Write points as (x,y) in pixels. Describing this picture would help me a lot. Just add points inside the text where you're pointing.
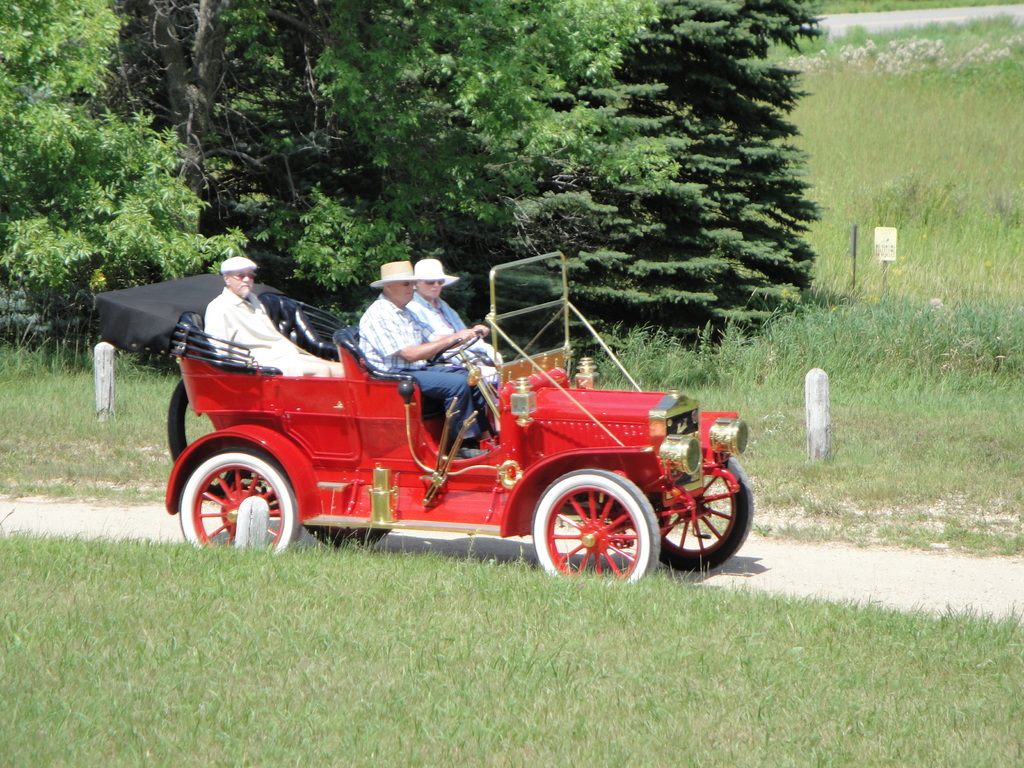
In this image, there's grass (811,721) on the ground (563,640), in the middle (407,423) there is a car (359,422) which is in red color, there are some people (276,358) sitting in the car (319,380). In the background (673,170) there is a green color tree (549,148).
